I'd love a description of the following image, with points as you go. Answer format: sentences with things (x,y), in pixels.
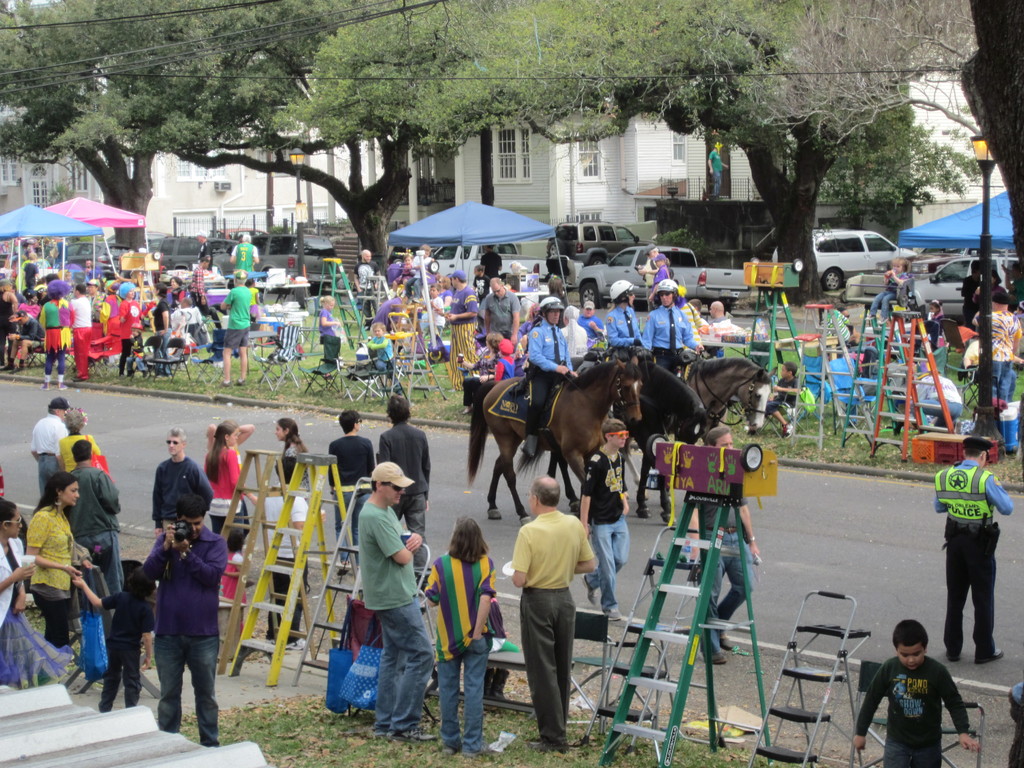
This picture is taken beside the road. On the road (683,500) there are three people (669,351) riding on the three horses (598,434). All of them are wearing blue shirts (611,323) and white helmets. On either side of the road (1022,588) there are people (345,487), ladders (331,591) and other objects (718,342). Towards the right (984,635), there is a man (952,618) in green jacket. On the top (275,191), there are umbrellas (109,210), buildings (339,211), vehicles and trees (566,121).
